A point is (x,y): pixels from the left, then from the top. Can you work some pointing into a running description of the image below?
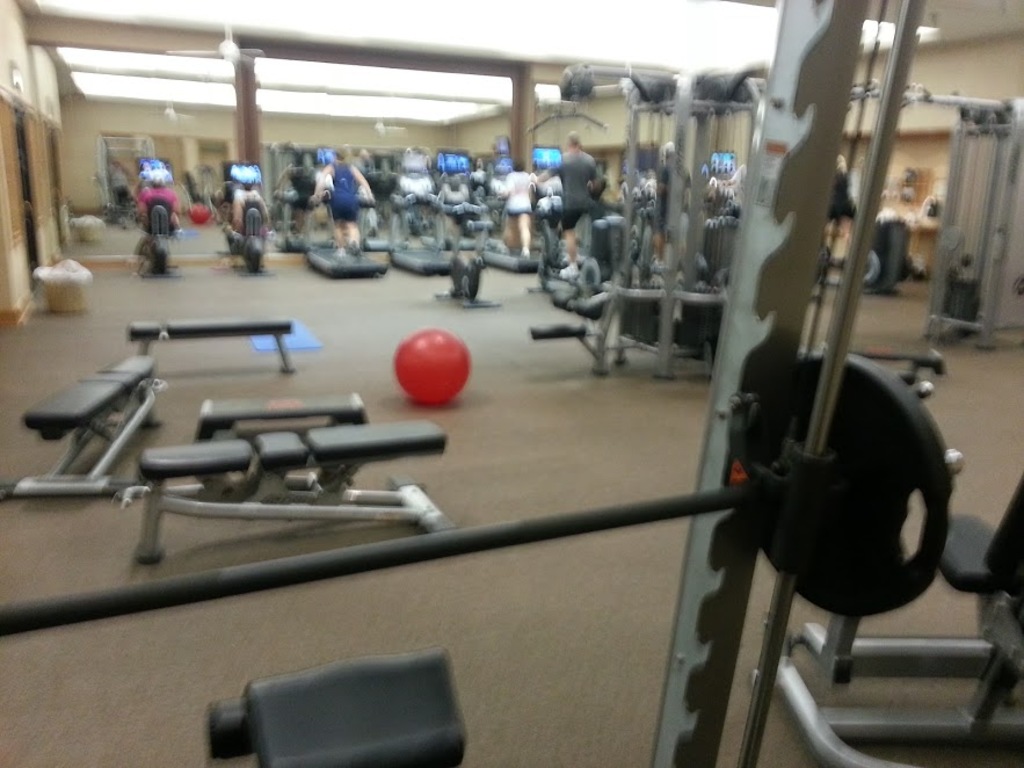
This image is taken in the gym (202,288). In this image we can see few people (518,185). We can also see the gym equipment (819,181). There is a red color ball (439,379) on the floor (529,491).
